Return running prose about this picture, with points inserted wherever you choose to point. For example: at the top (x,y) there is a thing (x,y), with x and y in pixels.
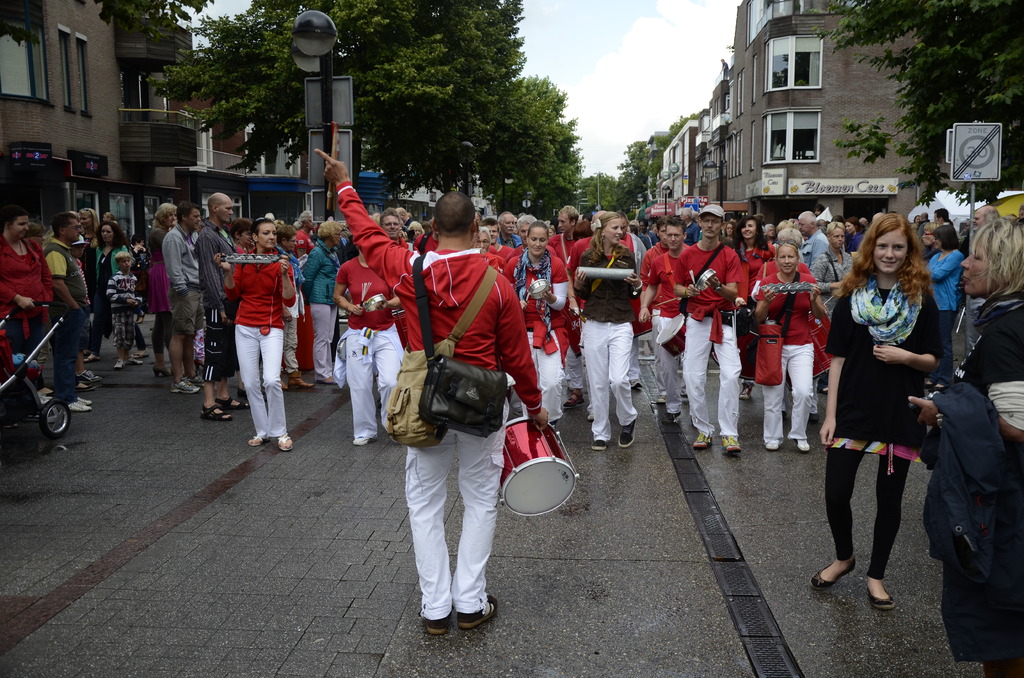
There are groups of people (288,277) standing. Among them few people (253,341) are playing the musical instruments (548,430). These are the trees (378,25). I can see the buildings (112,129) with the windows (810,123). This is a name board (818,183), which is attached to a building wall (833,178). On the right side of the image (972,171), I can see a signboard (973,154), which is attached to a pole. On the left side of the image (60,428), I think this is a stroller (30,397).
